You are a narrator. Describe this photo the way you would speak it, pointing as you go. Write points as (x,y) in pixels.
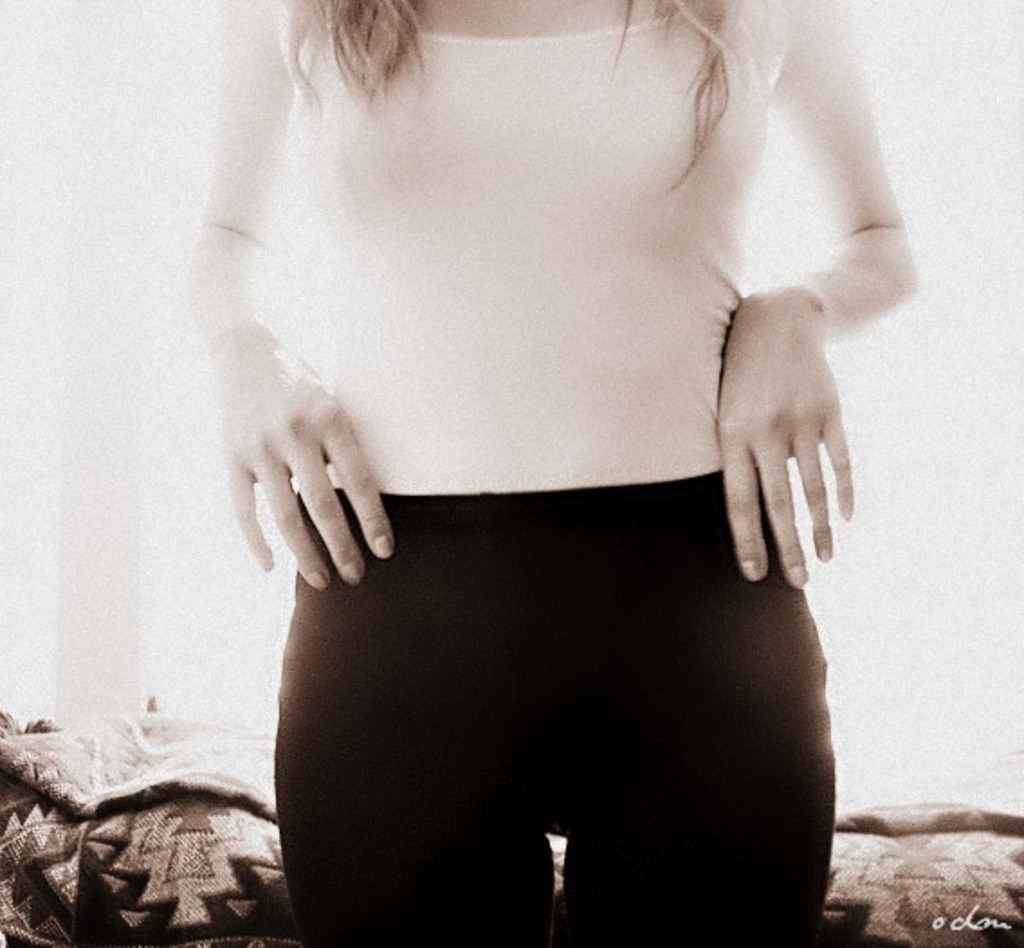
In this image we can see a woman (672,287) standing. In the background (126,859) we can see a blanket (147,847) and walls (159,541).
